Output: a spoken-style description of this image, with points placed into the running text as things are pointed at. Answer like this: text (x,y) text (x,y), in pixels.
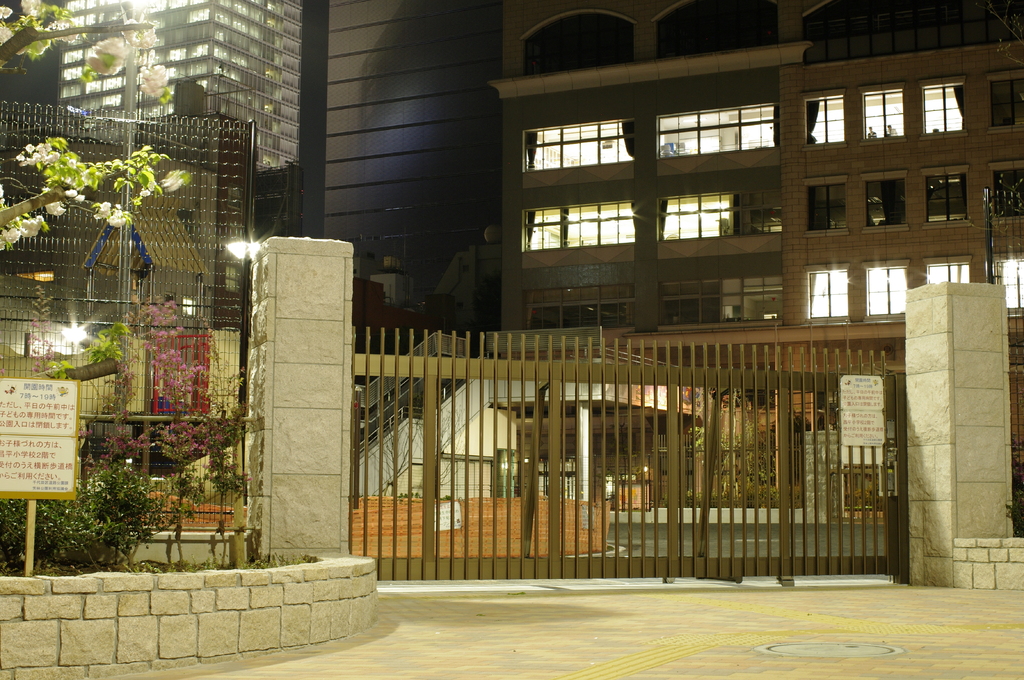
In this picture I can see some buildings (474,475), fencing (124,301), trees (83,480) and gate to the wall (328,440).
